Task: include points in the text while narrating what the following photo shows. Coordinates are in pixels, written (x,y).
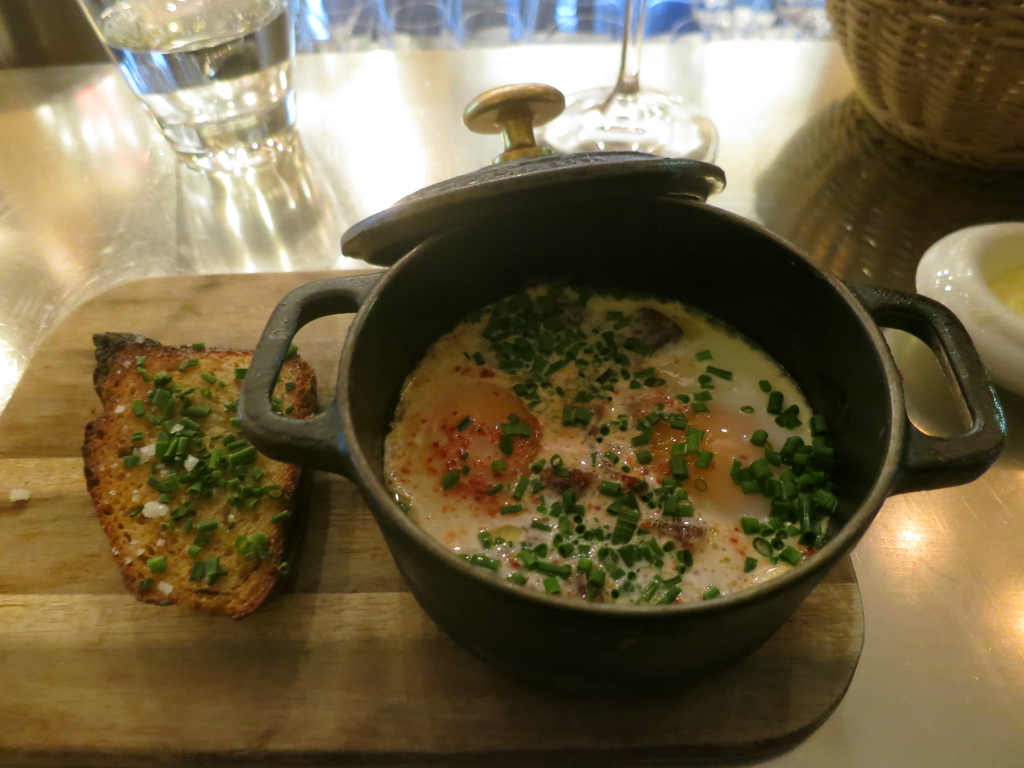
In this image we can see a bowl (982,444) with food item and some food items (120,487) are kept on the wooden surface (834,673). Here we can see glasses (569,101) and basket (1012,52) and few more things (1004,289) are kept on the surface (32,249).
